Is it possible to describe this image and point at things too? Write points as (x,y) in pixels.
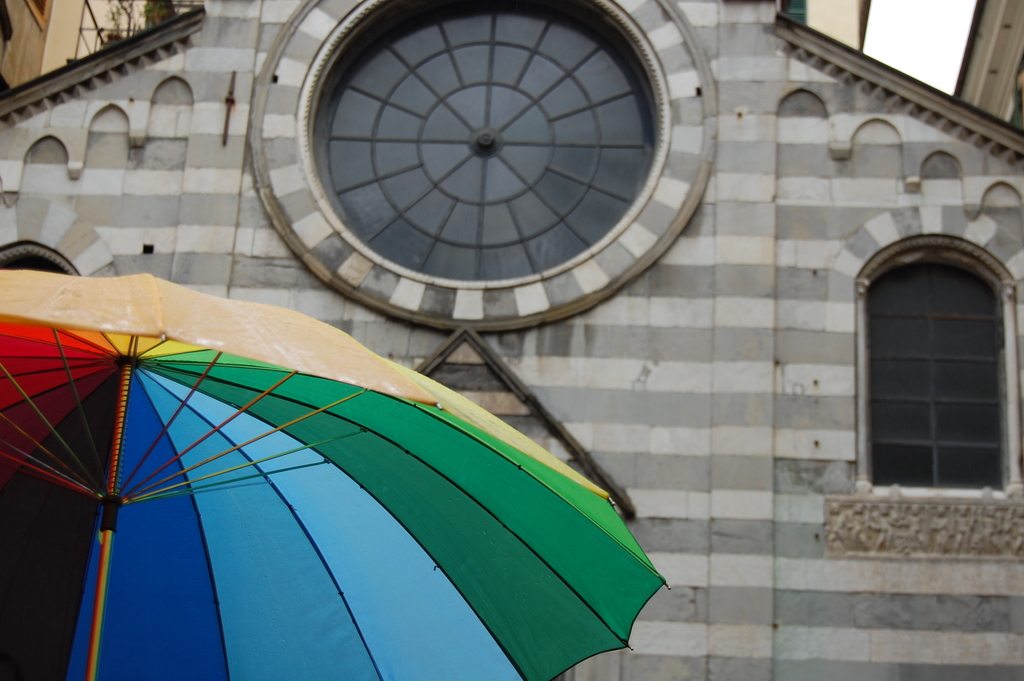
To the bottom left corner of the image (341,607) there is an umbrella (244,368) with different colors. Behind the umbrella (166,454) there is a building (736,151) with brick walls (792,340), glass windows (893,322), pillars (727,592) and to the top of the image (408,47) on the building (382,134) there is a round shape window (459,163) with the glass (468,168).
